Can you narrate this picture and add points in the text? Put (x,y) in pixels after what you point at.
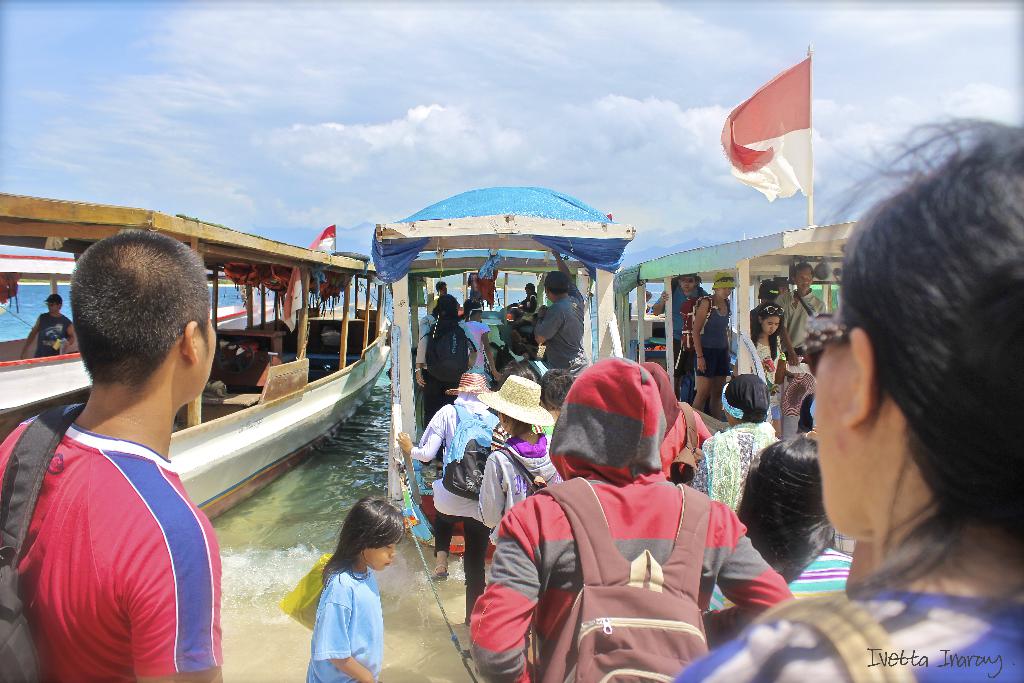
In the image there are few persons (647,458) getting into the boat (456,243) in the sea (318,541) and above its sky (444,108) with clouds (617,150).
